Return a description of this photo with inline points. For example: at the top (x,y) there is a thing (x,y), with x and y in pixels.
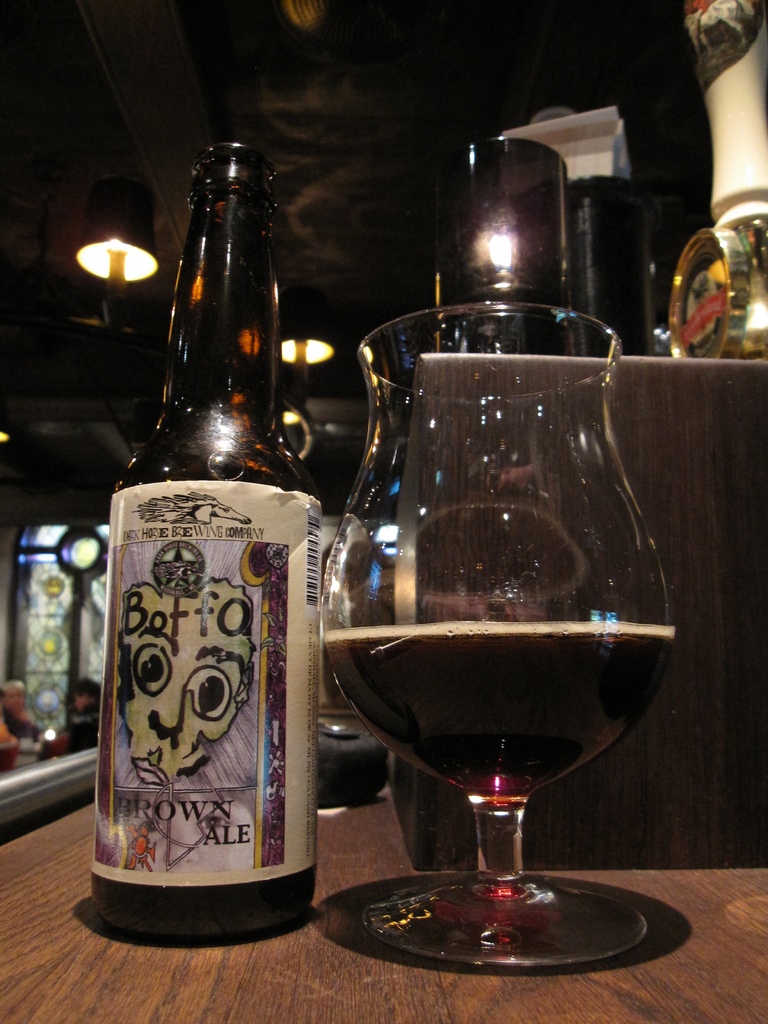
In this image, we can see a glass (499,582) with drink (492,732) and there is a bottle (171,560) and some other objects (512,365) on the table (88,959). In the background (153,251), there are lights (110,243) and we can see some people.
